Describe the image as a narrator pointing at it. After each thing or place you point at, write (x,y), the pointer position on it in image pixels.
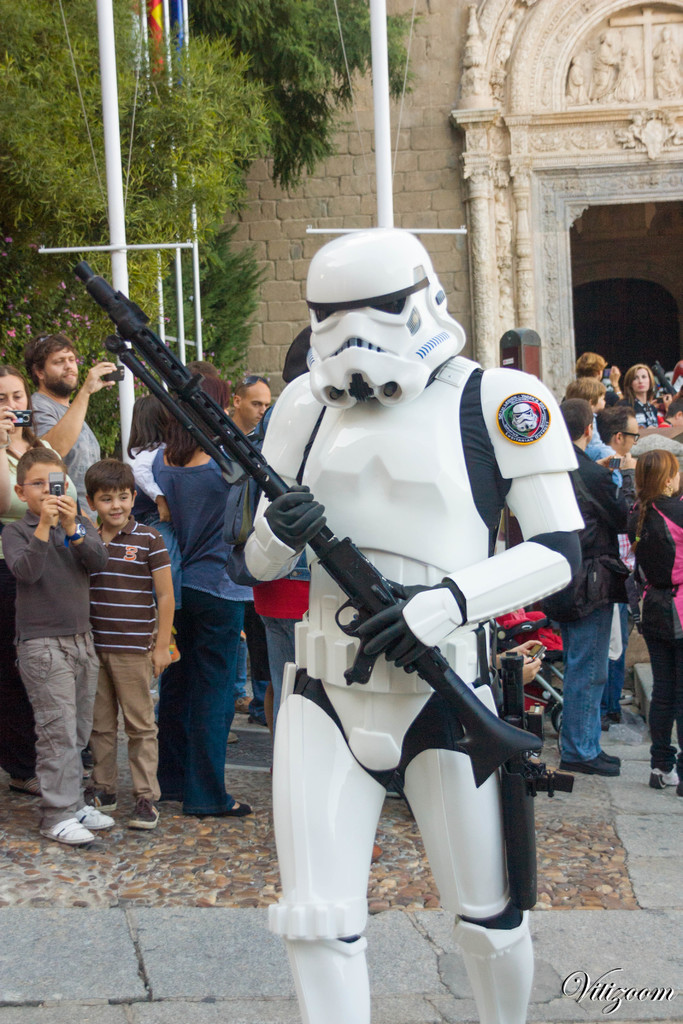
In this image, we can see a person (358,934) wearing costume (452,665) and holding a weapon (470,699). Background (56,767) we can see a group of people (71,407) are standing. Few people (29,560) are holding cameras (606,373). Here we can see wall (256,249), carvings (504,323), poles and trees (202,203). On the right side (621,993) bottom corner, there is a watermark (626,997) in the image.
